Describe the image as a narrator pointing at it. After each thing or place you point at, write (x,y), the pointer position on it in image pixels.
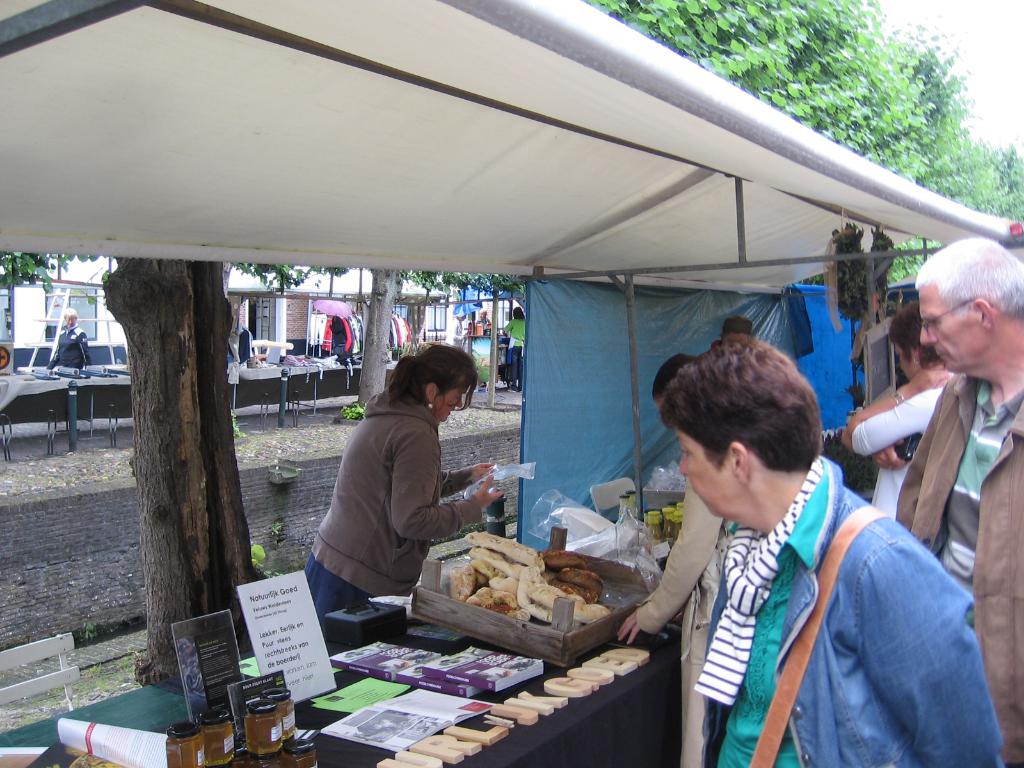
In this image I can see some stalls (540,461). In the center of the image (365,510) a woman (381,594) is standing in a stall (485,699). I can see some objects (192,765) on the table (159,729) with labels (295,672) and some books (407,681). I can see a few people (750,391) standing on the other side of the table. At the top of the image (823,73) I can see a tree (806,70) and the sky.
